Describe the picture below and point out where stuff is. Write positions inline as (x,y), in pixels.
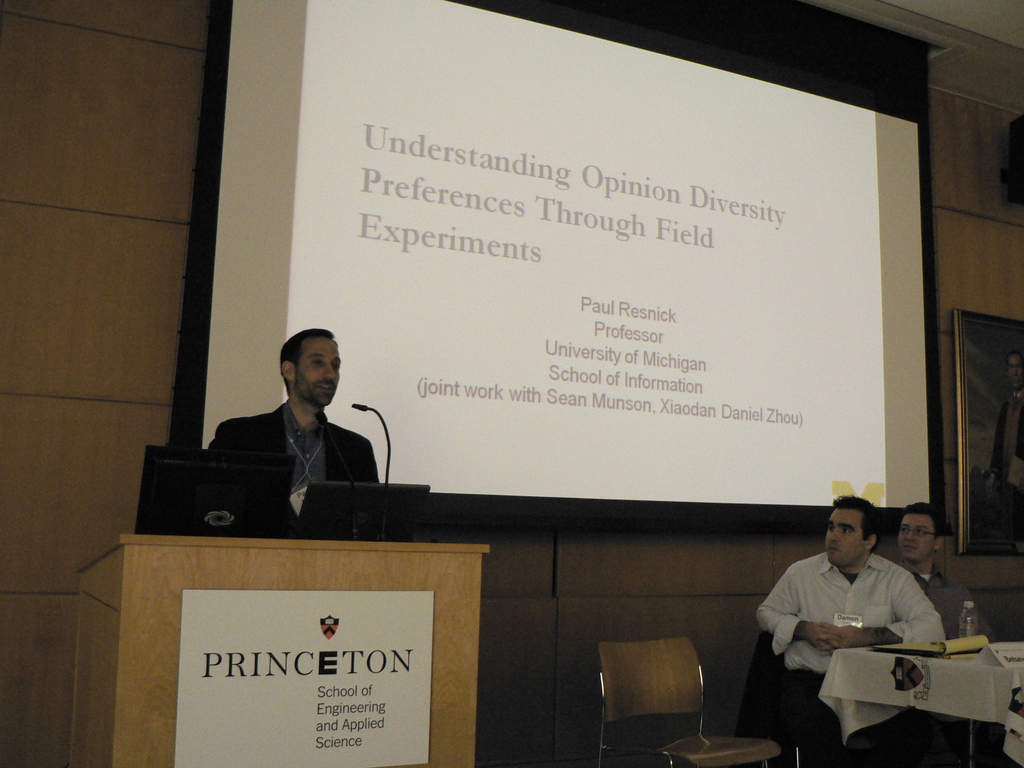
In the picture we can see a man (328,345) standing in the stand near the microphone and there is a laptop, he is giving a speech and beside him there is a chair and there are two persons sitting on the chair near the table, a table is covered with tablecloth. In the background (664,373) we can see a screen (734,344) hanged to the wall (75,241), on the screen (767,340) we can see understanding opinion diversity preferences through field experiments.
